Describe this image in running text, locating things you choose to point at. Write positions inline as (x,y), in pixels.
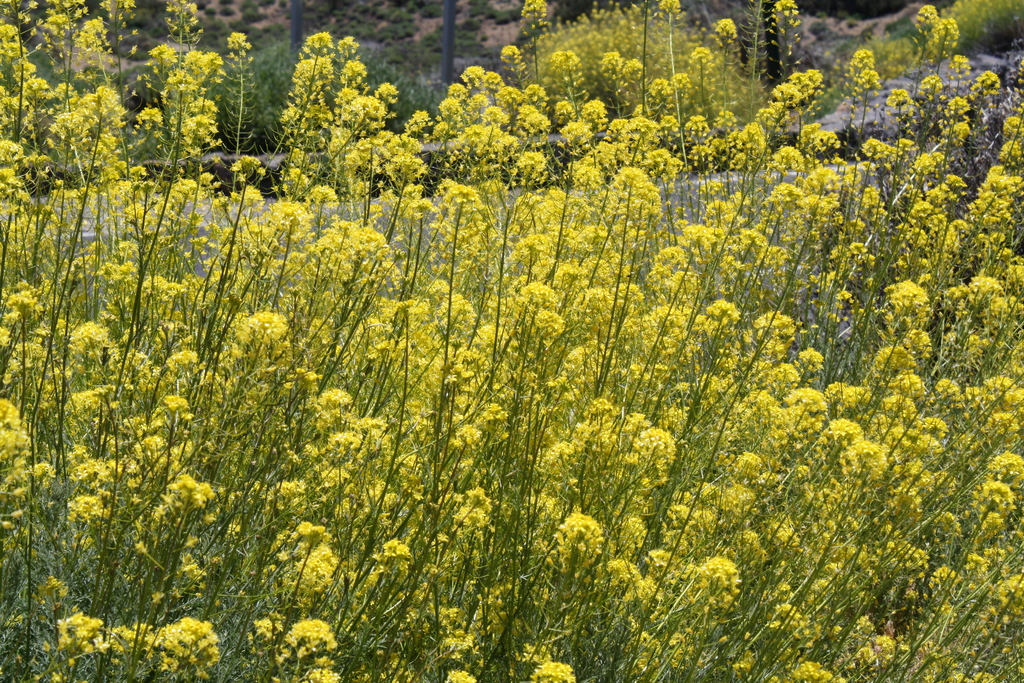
Front side of image there are many plants (473,517) having many flowers (668,330) to it. Behind there are few poles (446,35) and plants (365,81) are on the land (498,29).
